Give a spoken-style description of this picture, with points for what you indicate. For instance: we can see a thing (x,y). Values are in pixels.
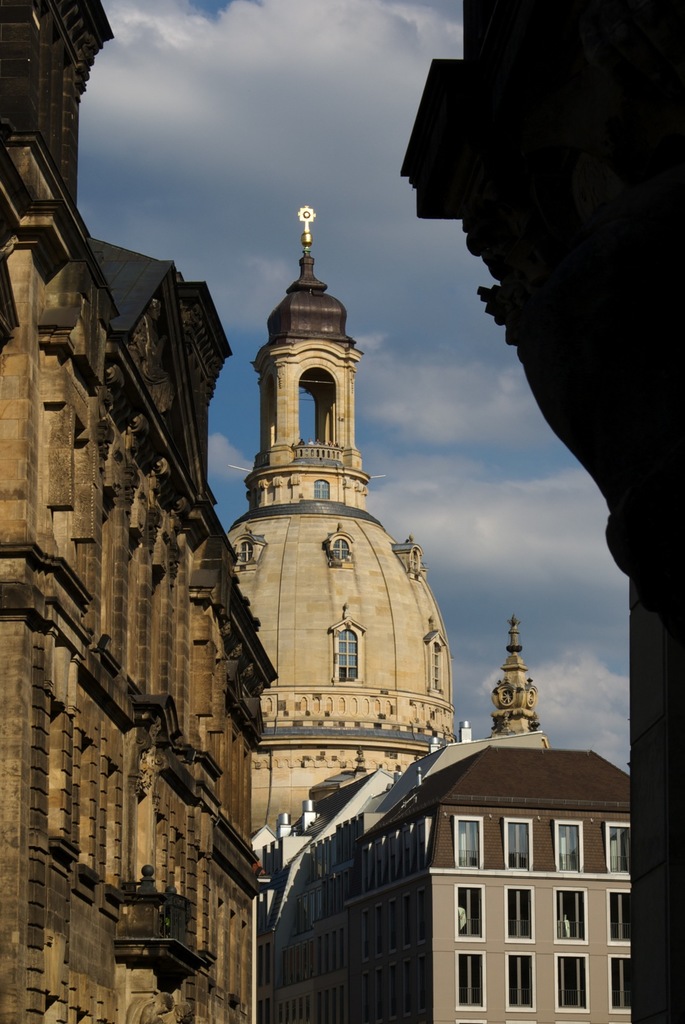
In this image we can see some buildings (338,484) with windows (340,540). We can also see the sky (421,307) which looks cloudy.
